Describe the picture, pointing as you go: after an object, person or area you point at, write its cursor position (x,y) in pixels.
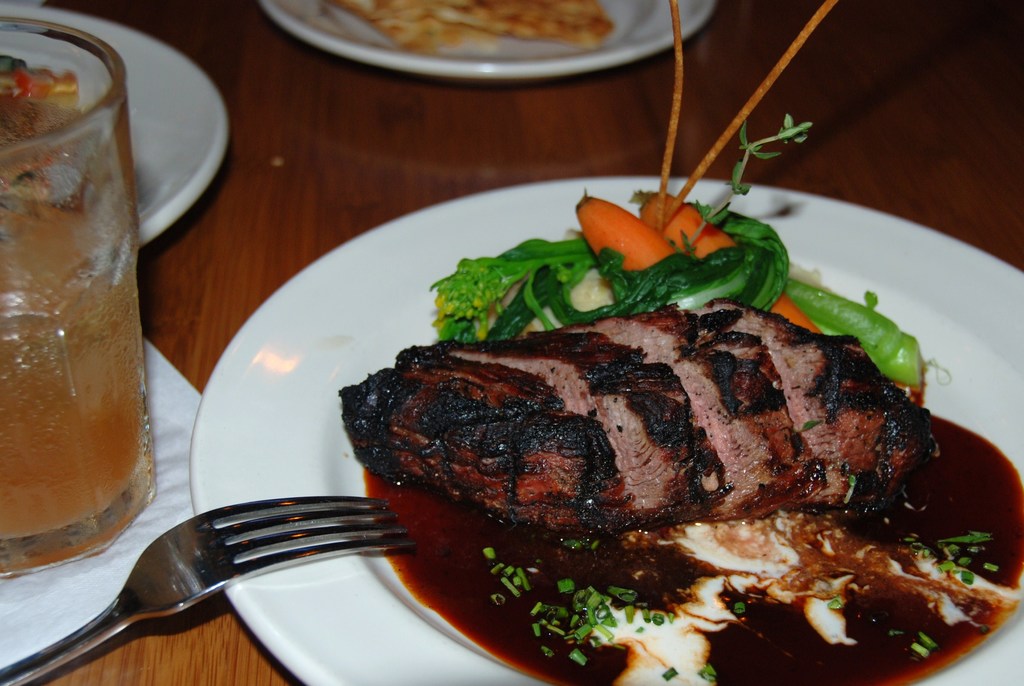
On the left side (61,452), there is a glass (61,452) filled with juice (94,363) and is placed on a white color paper (163,414). This white color paper (31,593) is on a wooden table (252,645), on which there are food items (610,284) arranged on a white color plate (403,310). In the background (162,162), there are two white color plates (180,131). One of them is having a food item (602,21).
